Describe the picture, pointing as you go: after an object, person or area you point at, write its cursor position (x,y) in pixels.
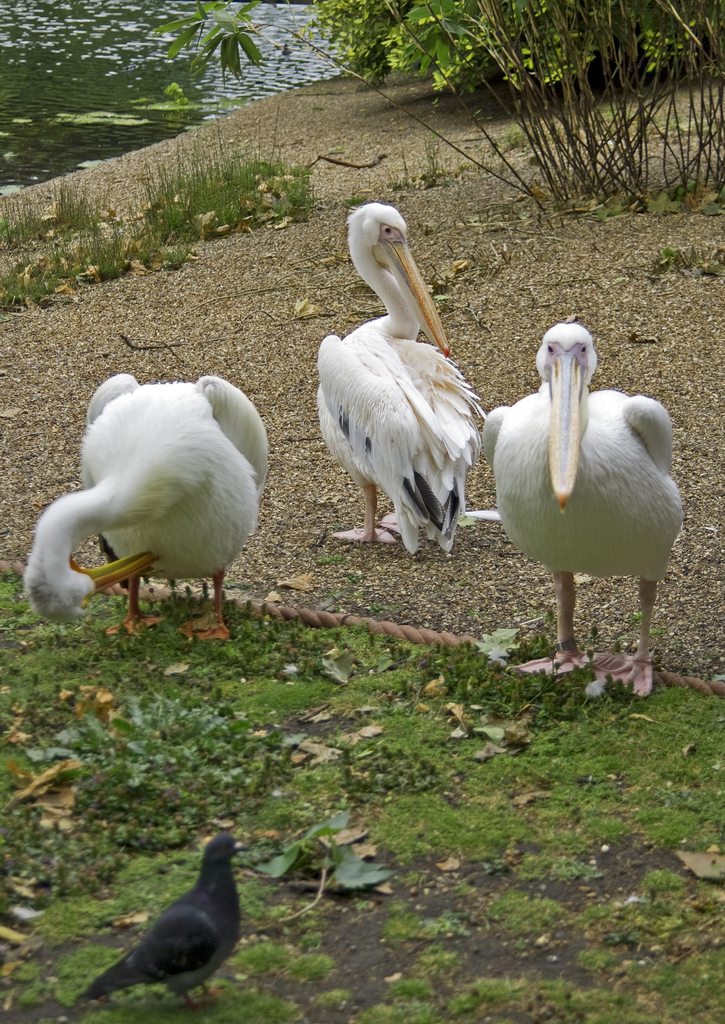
In this image we can see some birds (236,500) on the ground (225,776). We can also see some grass (366,790), plants (257,795), a rope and the water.
